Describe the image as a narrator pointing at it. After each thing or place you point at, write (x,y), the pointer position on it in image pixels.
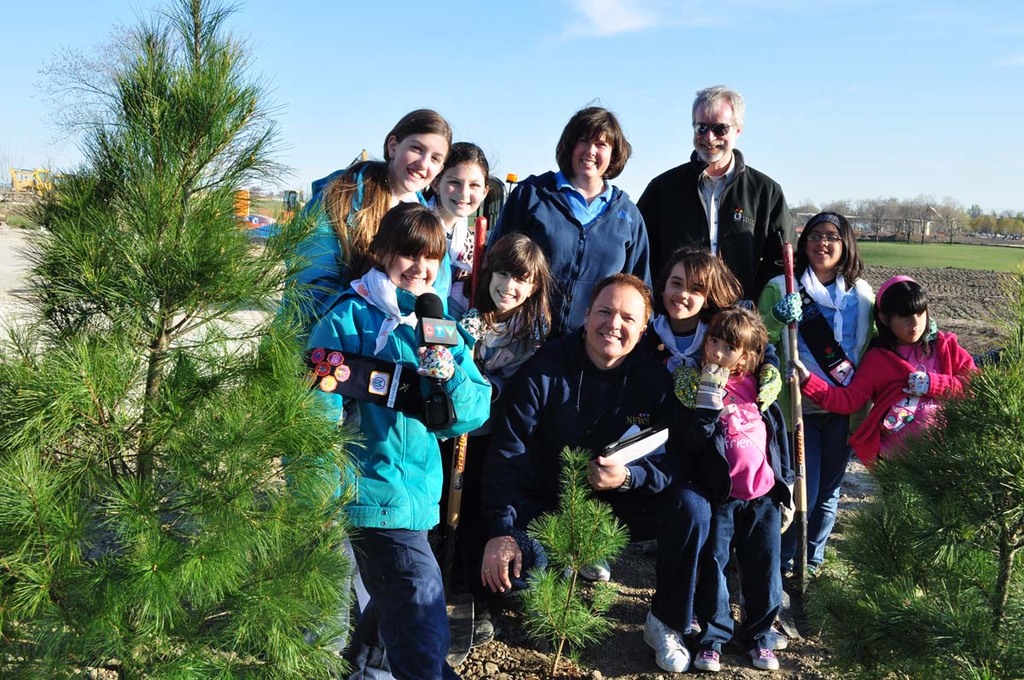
In this image I can see two men (664,201), few women (593,189) and few children (708,316). I can also see all of them are wearing jackets (754,186) and on their faces (676,278) I can see smile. In the front of the image (562,444) I can see three plants (3,403) and in the background (1013,148) I can see an open grass ground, number of trees (899,208), clouds (588,31) and the sky (458,17). On the left side of the image (52,178), I can see few colourful things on the ground (11,267) and In the front of the image (392,349), I can see one girl (406,302) is holding a mic (433,302).
